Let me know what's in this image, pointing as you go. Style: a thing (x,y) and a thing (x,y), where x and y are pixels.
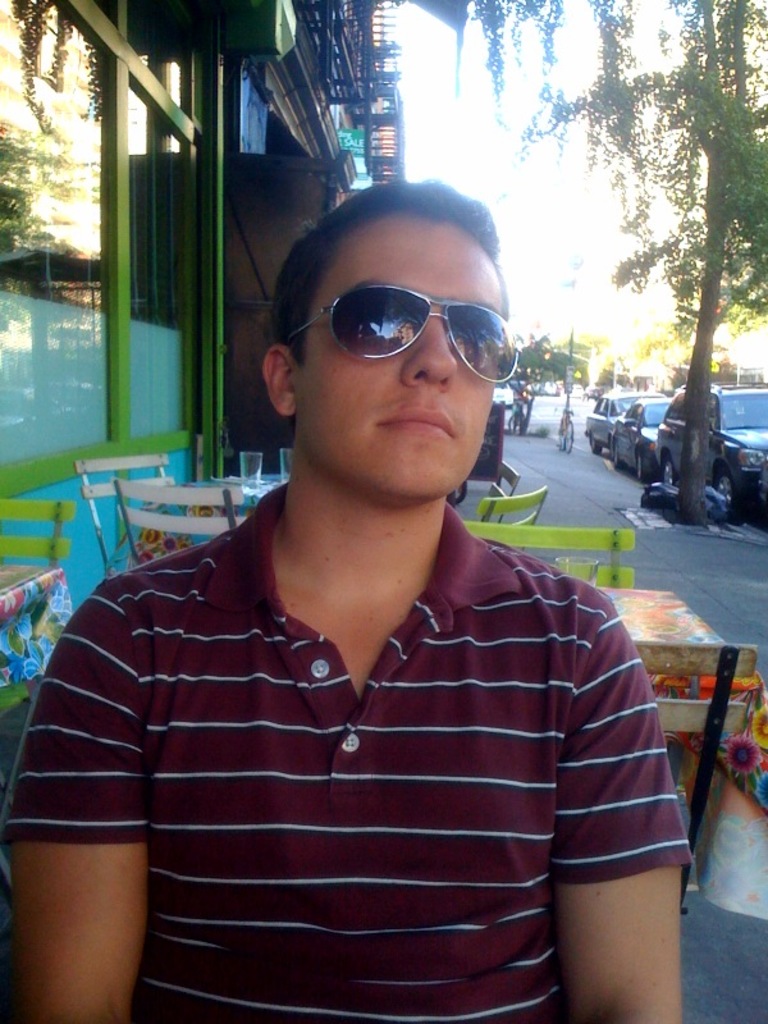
In the center of the image (439,480), we can see a man (352,450) wearing glasses (461,323) and in the background (192,503), there are tables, chairs (494,504), buildings (286,114), trees (661,246) and vehicles (679,455) on the road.
